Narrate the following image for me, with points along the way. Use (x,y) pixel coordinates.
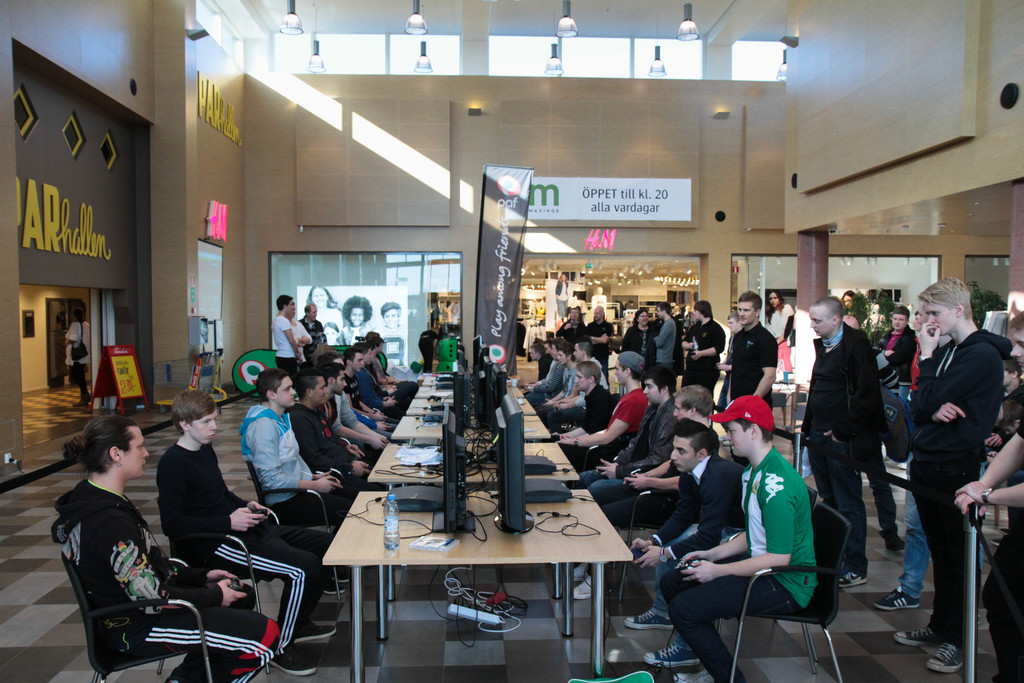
Here we can see some persons (614,459) are sitting on the chairs (121,654). These are the tables (517,541). On the table (481,532) there are monitors (456,520), and bottles (386,544). This is floor (35,604). Here we can see some persons (837,359) are standing on the floor (847,668). On the background (495,141) there is a wall (673,169) and this is banner (516,175). There is a board (141,396) and this is glass (385,317). And there are lights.
